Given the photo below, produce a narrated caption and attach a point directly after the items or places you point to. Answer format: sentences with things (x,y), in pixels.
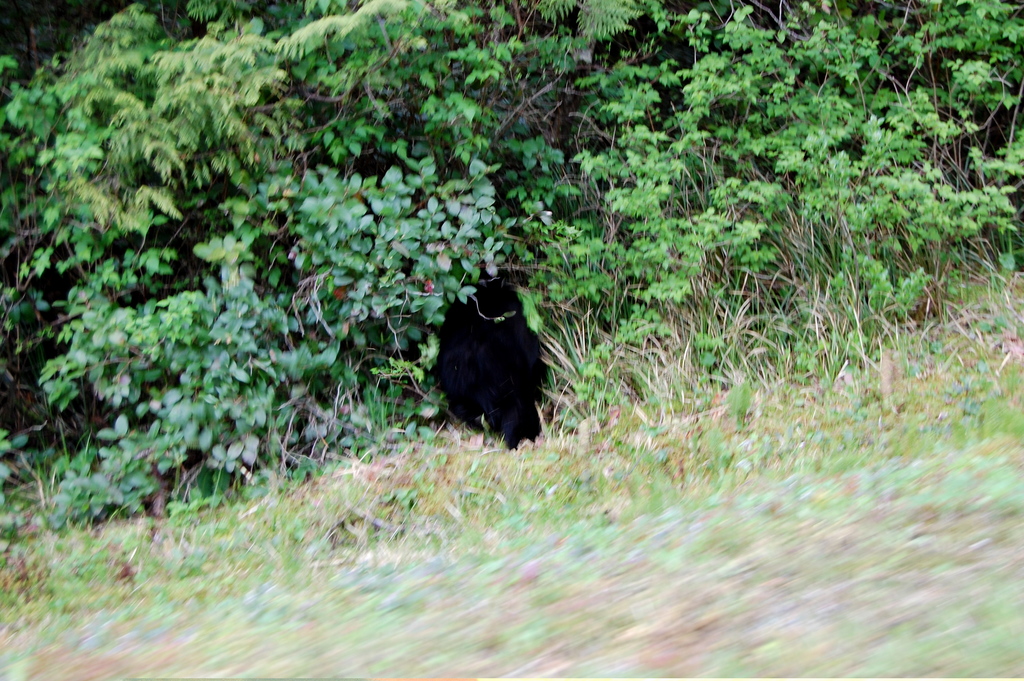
In this picture I can see the plants (714,247) and grass (926,459). In the center (505,284) there is a black animal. On the left (243,394) I can see the leaves (243,394).
